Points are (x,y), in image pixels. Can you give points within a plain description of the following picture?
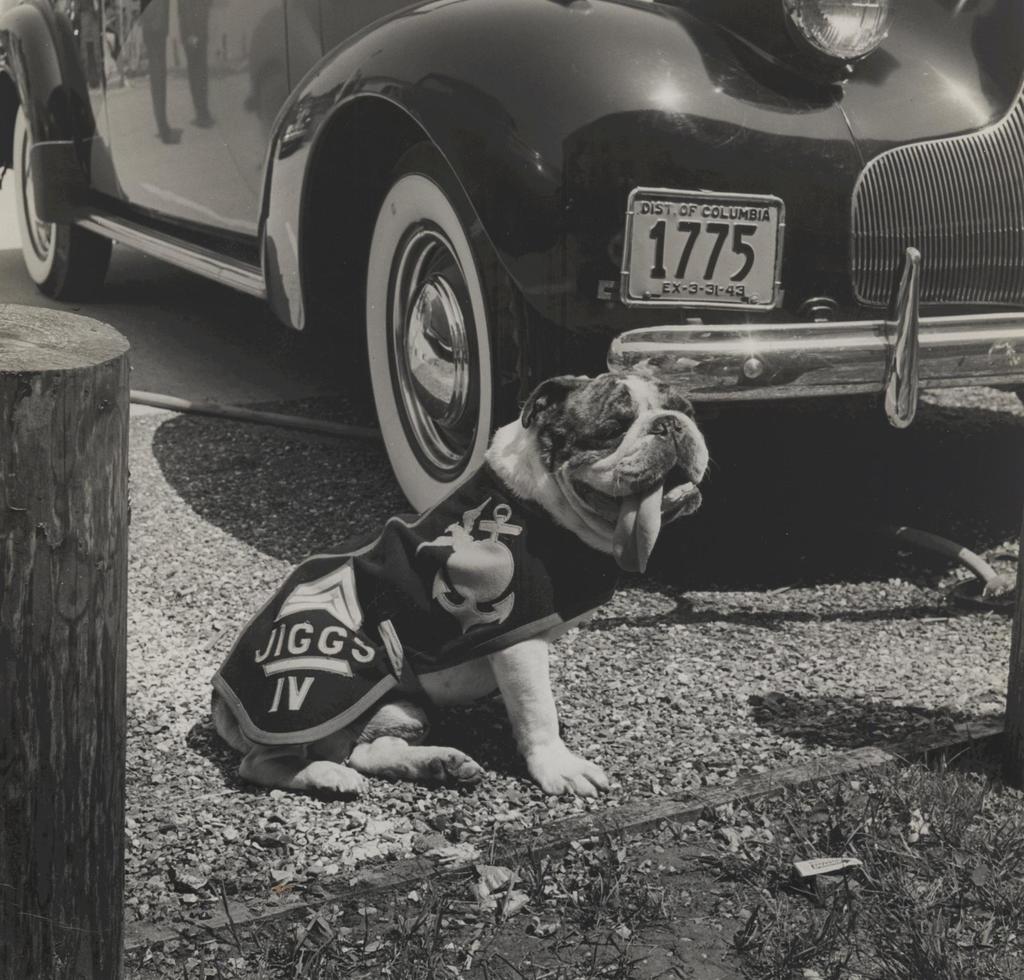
We can see dog (493,452), stones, grass (565,917) and wooden object (107,858). We can see a car (364,337).
